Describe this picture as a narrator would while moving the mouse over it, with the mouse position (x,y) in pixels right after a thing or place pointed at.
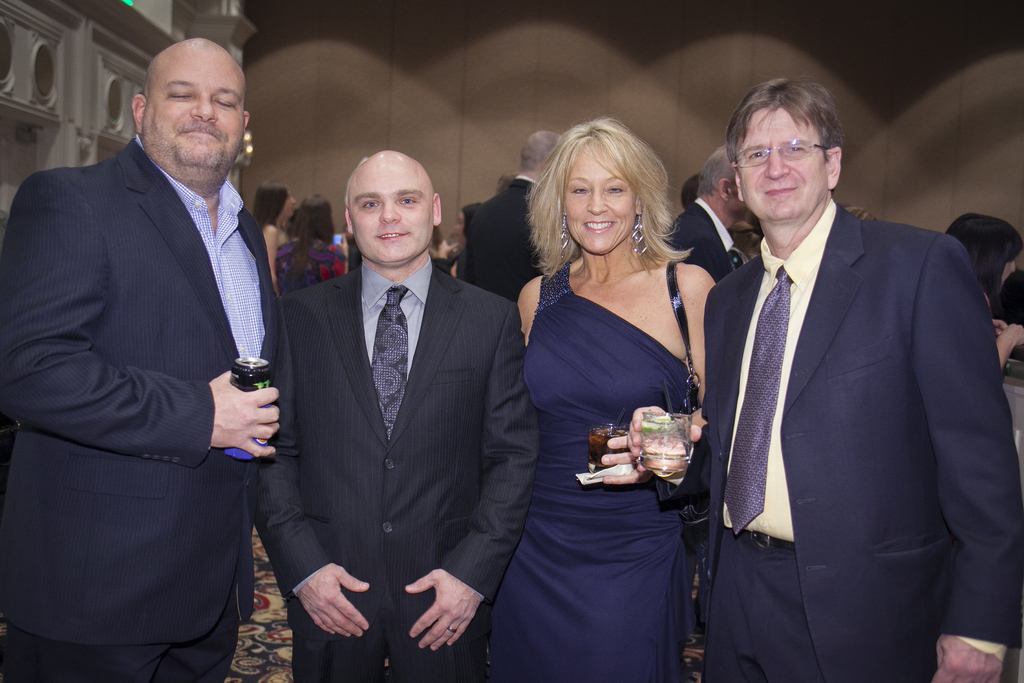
In this image I can see number of people (276,202) are standing and I can also see all of them are wearing formal dress (520,188). In the front (778,256) I can see two of them are holding glasses (600,426) and on the left side (232,144) I can see one man (177,397) is holding a can (263,373).
